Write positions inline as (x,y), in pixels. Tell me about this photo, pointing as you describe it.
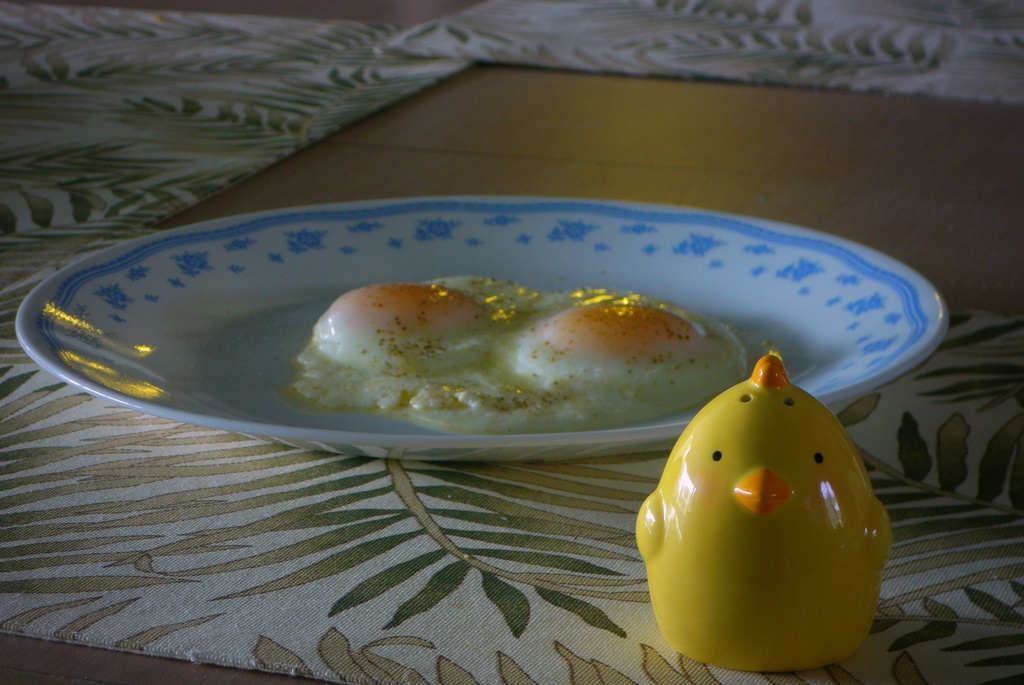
In this image in the center (614,338) there is food (482,322) on the plate (322,301) which is white in colour and the plate (496,454) is kept on the table (496,486). In front of the plate (588,429) there is a toy (754,549) which is yellow in colour.
